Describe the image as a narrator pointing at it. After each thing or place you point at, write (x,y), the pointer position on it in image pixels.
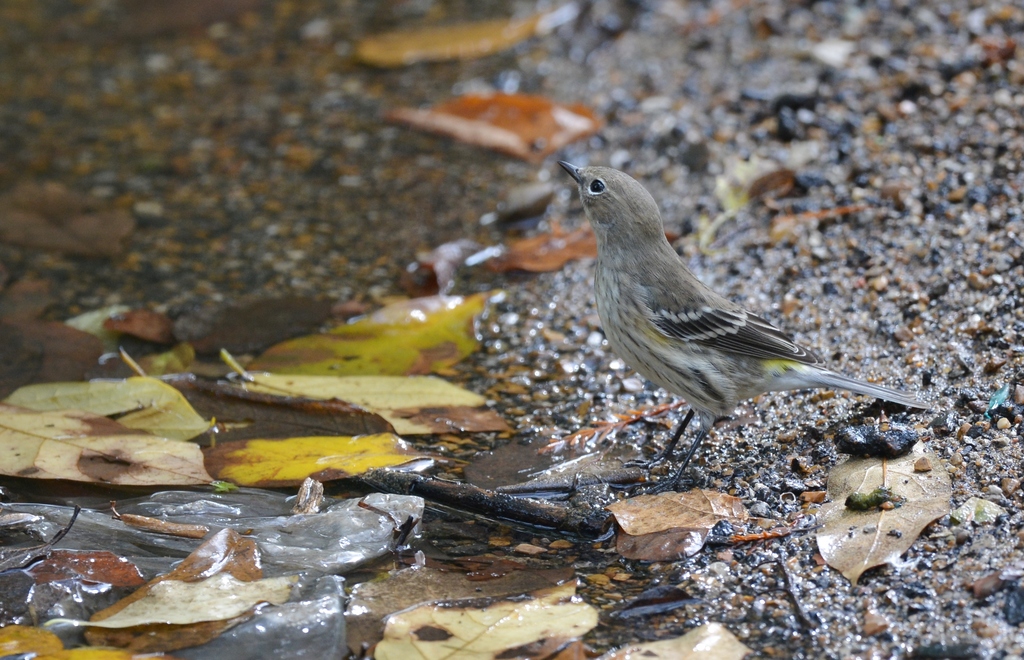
In the given image i can see a bird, leaves (209,591) and water (613,639).
